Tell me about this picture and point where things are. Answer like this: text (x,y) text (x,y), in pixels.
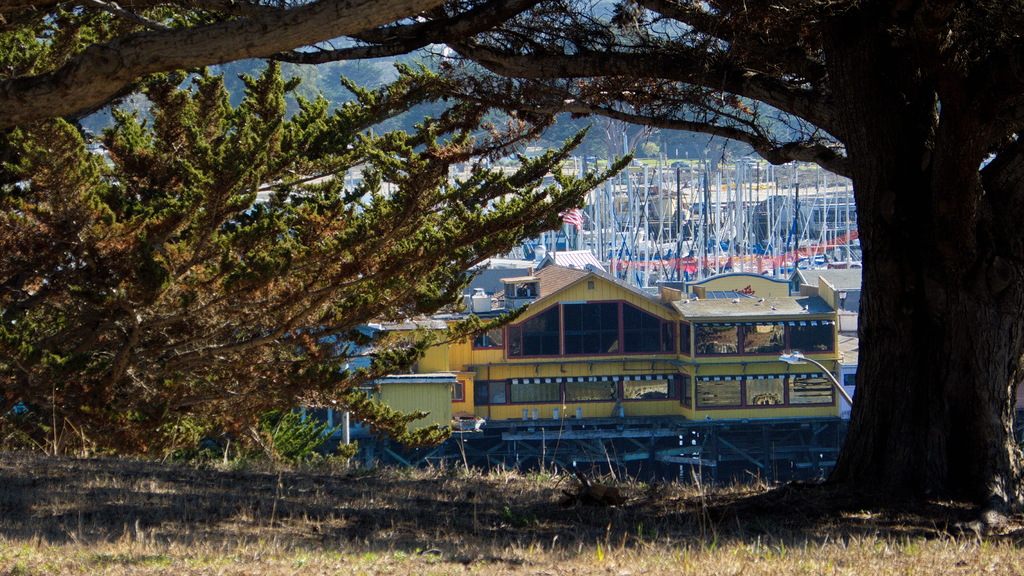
In this picture I can see the houses (546,368). I can see green grass (146,537). I can see trees (296,144).
